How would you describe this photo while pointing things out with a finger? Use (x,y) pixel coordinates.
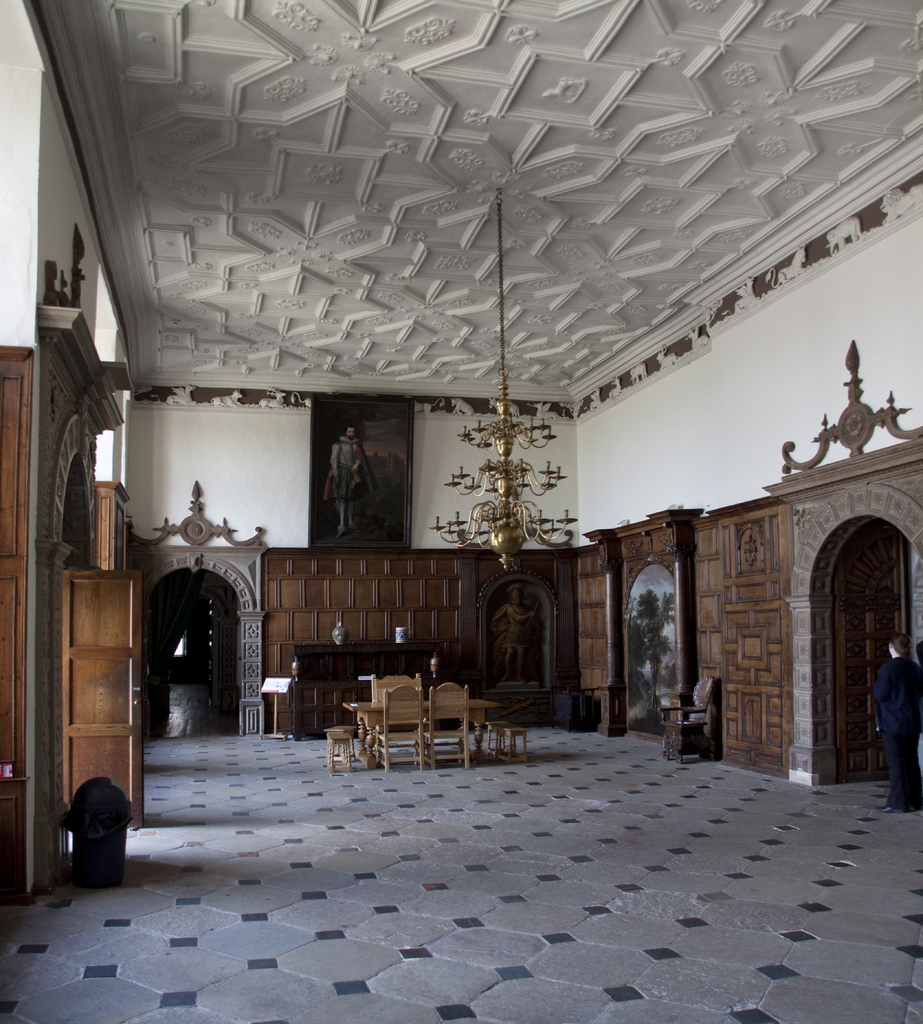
In this image we can see inside of a room (307,636). There is a table (368,719) with chairs (410,736) and stools (508,731). Also we can see a chandelier (497,435). And we can see wooden walls (735,626) and doors (128,630). Also there is a waste bin (120,820) and there are arches (809,604). And there is a wall (289,473) with a photo frame (362,473). On the right side (883,674) we can see a person (892,693). And there is a wooden chair (707,689).
